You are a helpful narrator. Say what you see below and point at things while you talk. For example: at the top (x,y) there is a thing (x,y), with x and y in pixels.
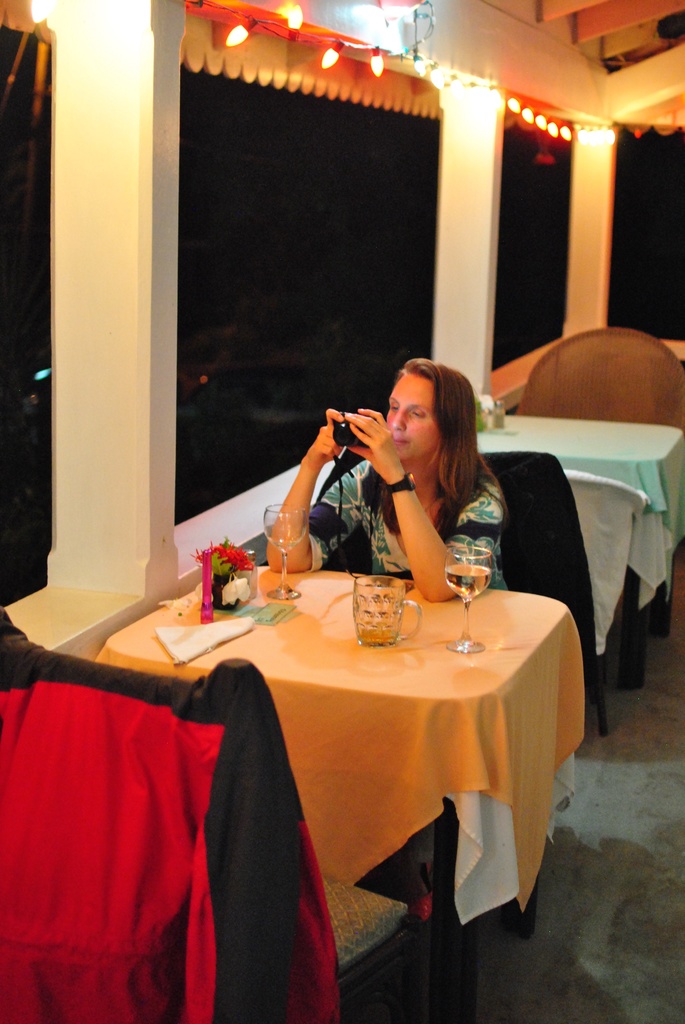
She is sitting on a chair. There is a table (385,683). There is a glass (371,635), flower vase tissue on a table (383,708).
